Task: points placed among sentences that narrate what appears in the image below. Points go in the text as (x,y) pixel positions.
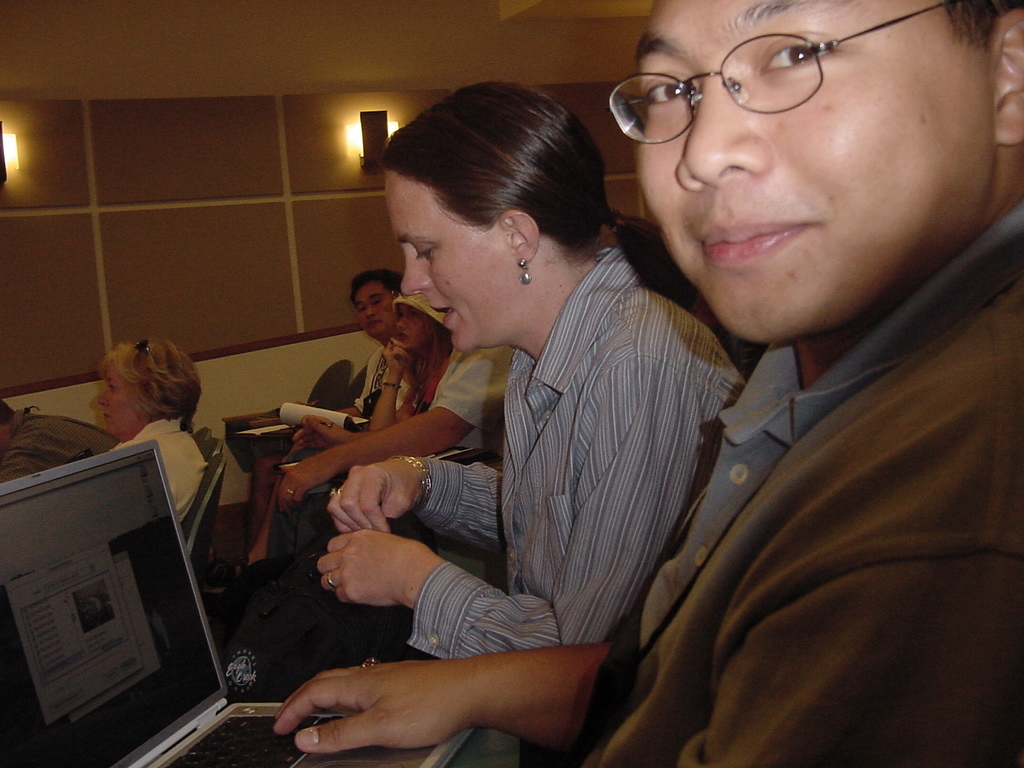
Here in this picture we can see number of people (559,376) sitting on chairs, which are present in the room (640,655) over there and in the front (568,723) we can see the person (372,702) is having a laptop (143,539) in front of him and we can see some people (278,487) are having bags (309,516) and books (288,426) with them and on the wall (69,267) we can see lights (359,137) present over there.
